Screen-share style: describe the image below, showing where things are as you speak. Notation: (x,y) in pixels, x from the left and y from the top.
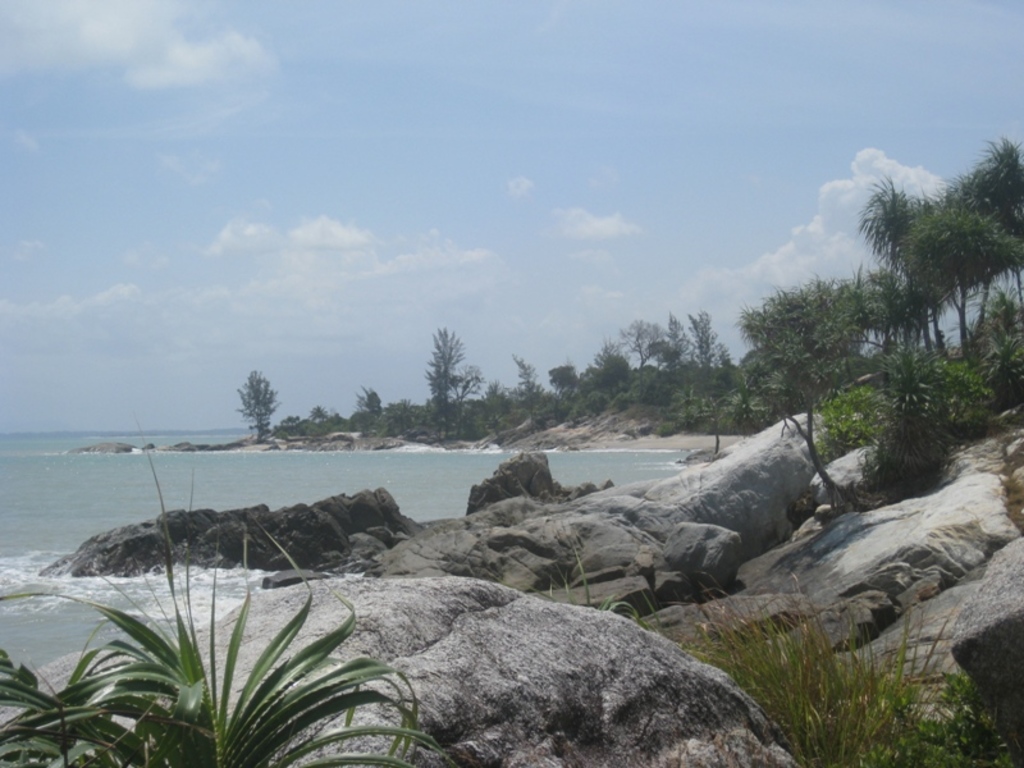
This image is clicked outside. It looks like it is clicked near the ocean (154,597). At the bottom (447,681), there are rocks (541,625) and plants (139,700). In the middle (392,475), there is water (449,475). On the right (697,393), there are trees (1016,309). At the top (386,134), there are clouds (304,236) in the sky (311,196).
